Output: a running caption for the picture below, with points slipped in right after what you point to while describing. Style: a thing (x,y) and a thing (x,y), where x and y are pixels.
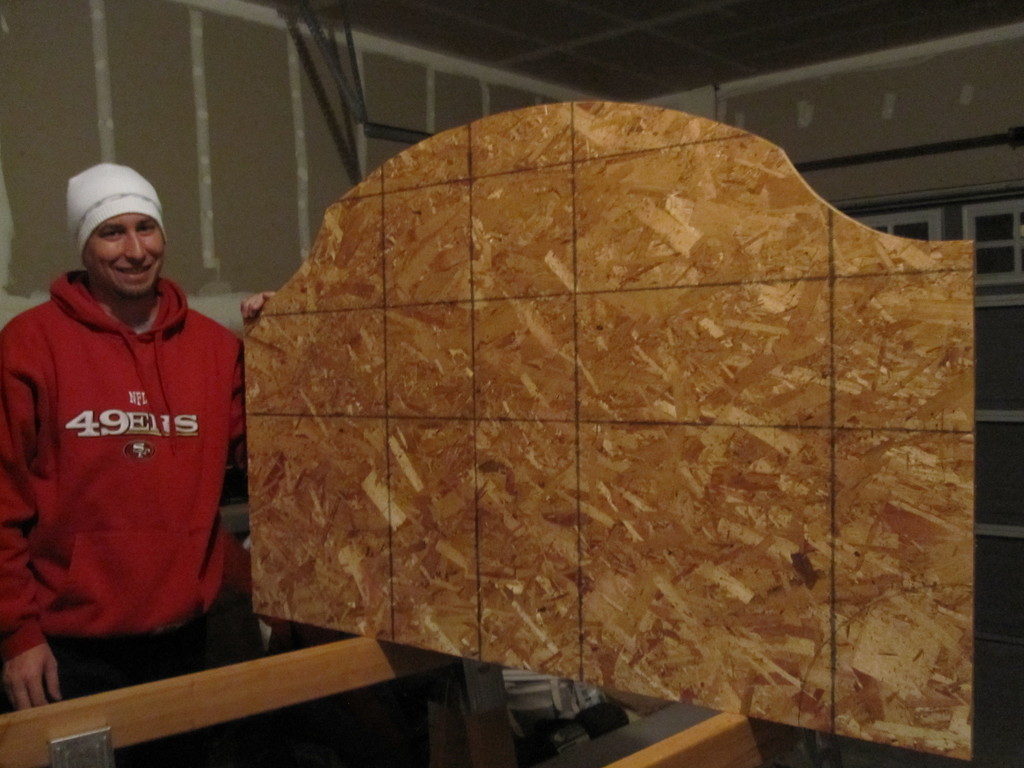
In this image we can see a person (160,540) wearing a red T-shirt (120,419) and he is holding a wooden structure (560,558). In the background (252,231) there is a wall (288,172).
